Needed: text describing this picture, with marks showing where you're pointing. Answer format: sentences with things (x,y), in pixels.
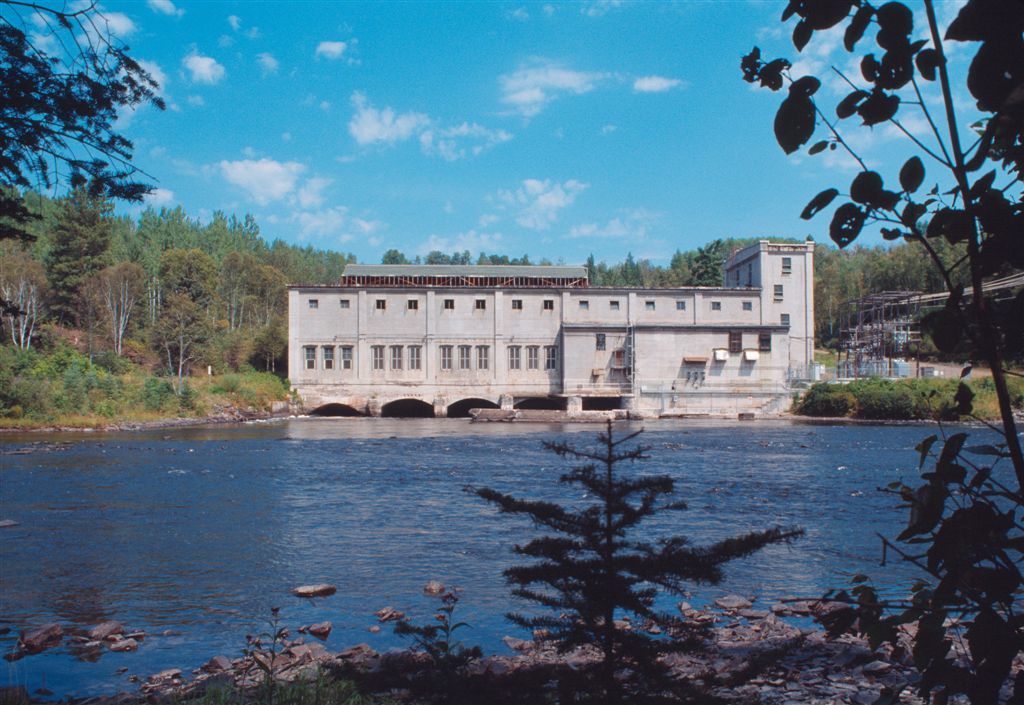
In the center of the image (520,352) there is a building (506,351). At the bottom (155,541) there is water (229,545) and we can see trees (952,542). In the background (593,207) there is sky (509,109).
